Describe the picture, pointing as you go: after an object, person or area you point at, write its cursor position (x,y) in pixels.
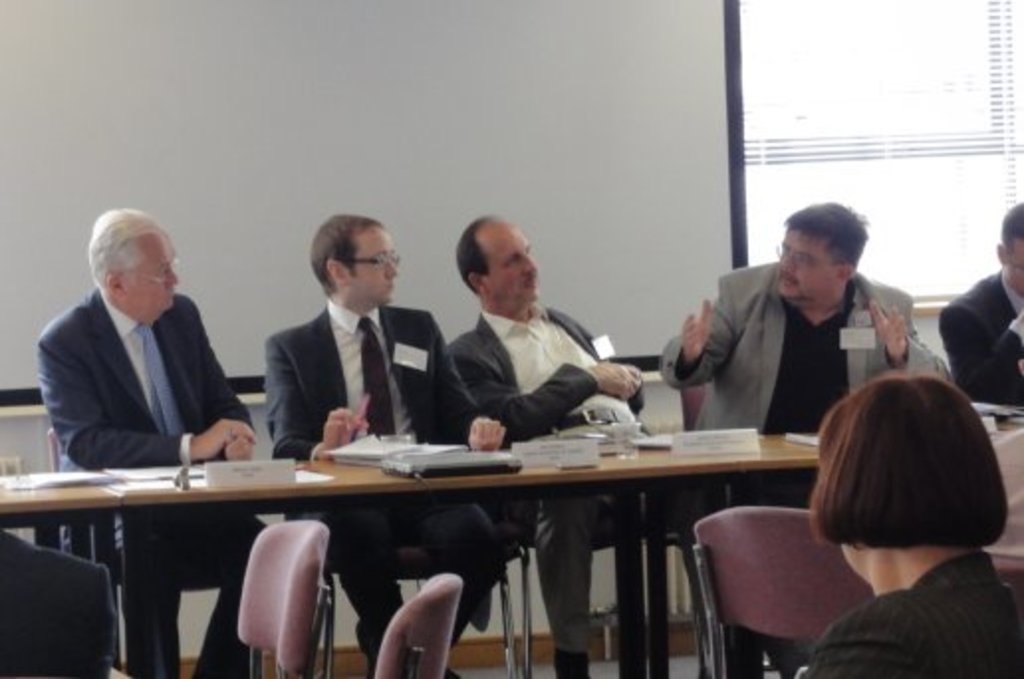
In this image I can see the group of people (490,396) sitting in-front of the table (767,459). On the table (706,473) there are glasses (607,442) and the papers (382,450). In the background (551,120) there is a board (698,121) and the window (924,145).
